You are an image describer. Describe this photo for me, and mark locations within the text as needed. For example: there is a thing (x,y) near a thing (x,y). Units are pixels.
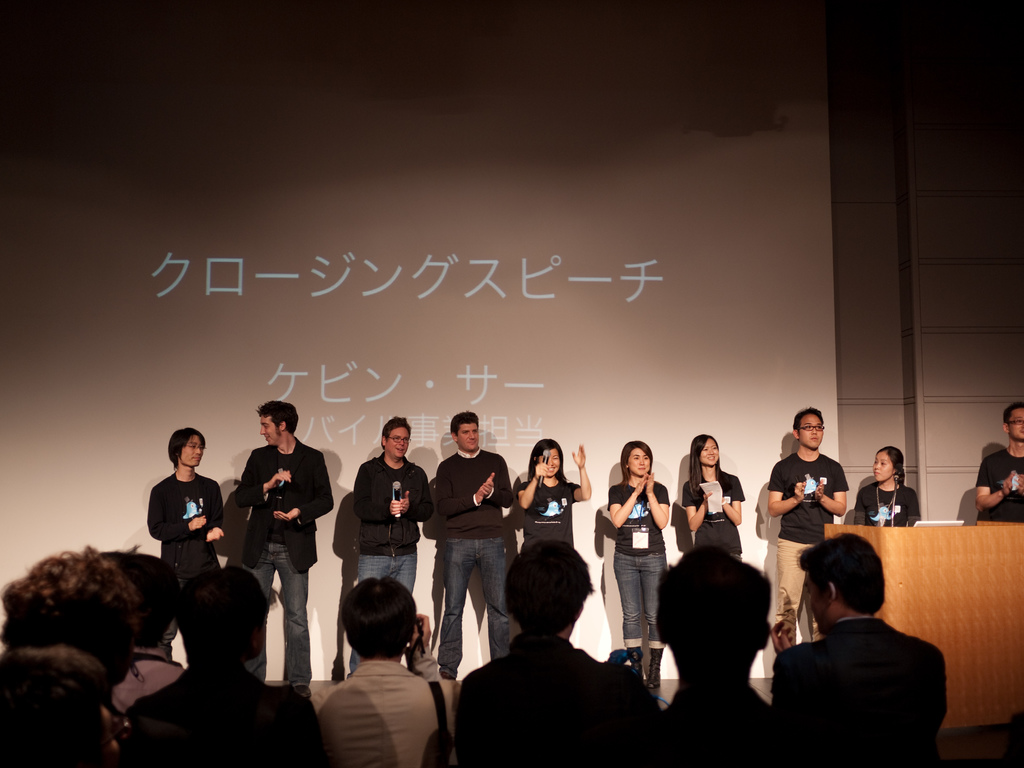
In this picture we can see a group of people (188,555) standing on the stage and the people (383,509) holding microphones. In front of the people (653,484) there are groups of people (562,690) standing. Behind the people (471,549) there is a screen (414,319) and a wall (966,244).
